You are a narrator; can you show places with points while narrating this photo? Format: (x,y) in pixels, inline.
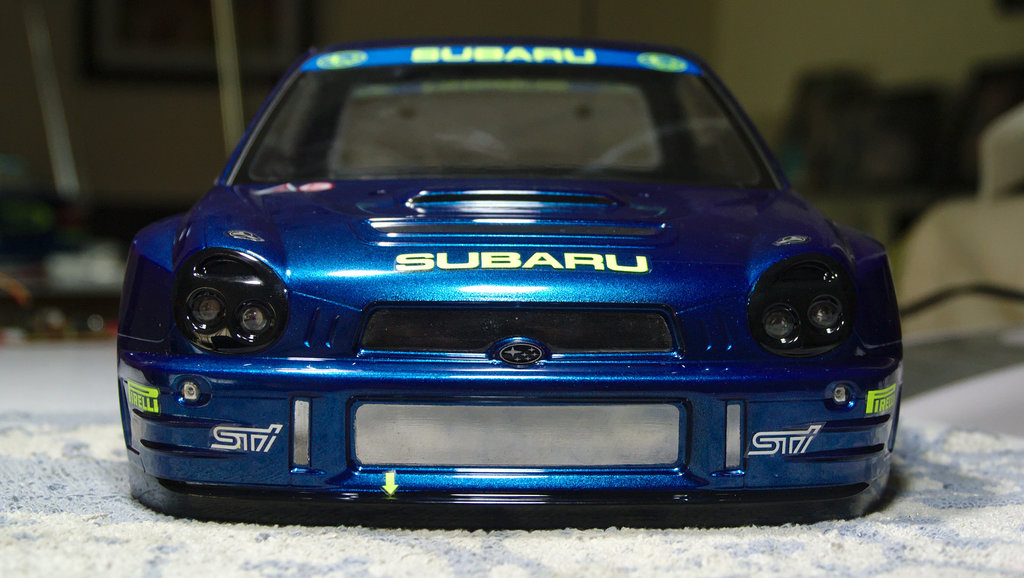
There is a car (404,169) with something written on that. It is on a white surface (293,533). In the background (942,182) it is blurred.
